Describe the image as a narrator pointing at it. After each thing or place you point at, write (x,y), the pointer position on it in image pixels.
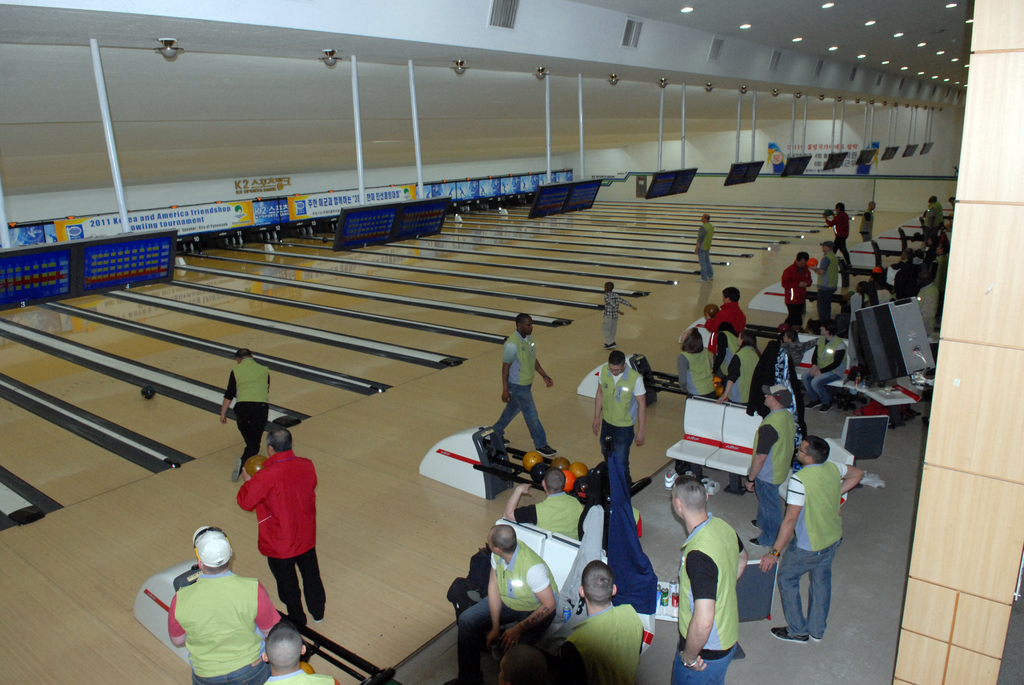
In this image we can see group of persons (802,530) wearing dress (914,281) are standing on the floor (466,537), some persons (738,380) are sitting and some are holding balls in their hands (720,397). In the center of the image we can see some screens (93,244) on stands (124,225), some lights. In the background (529,181), we can see sign boards (375,191) with some text (335,201) and speakers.
